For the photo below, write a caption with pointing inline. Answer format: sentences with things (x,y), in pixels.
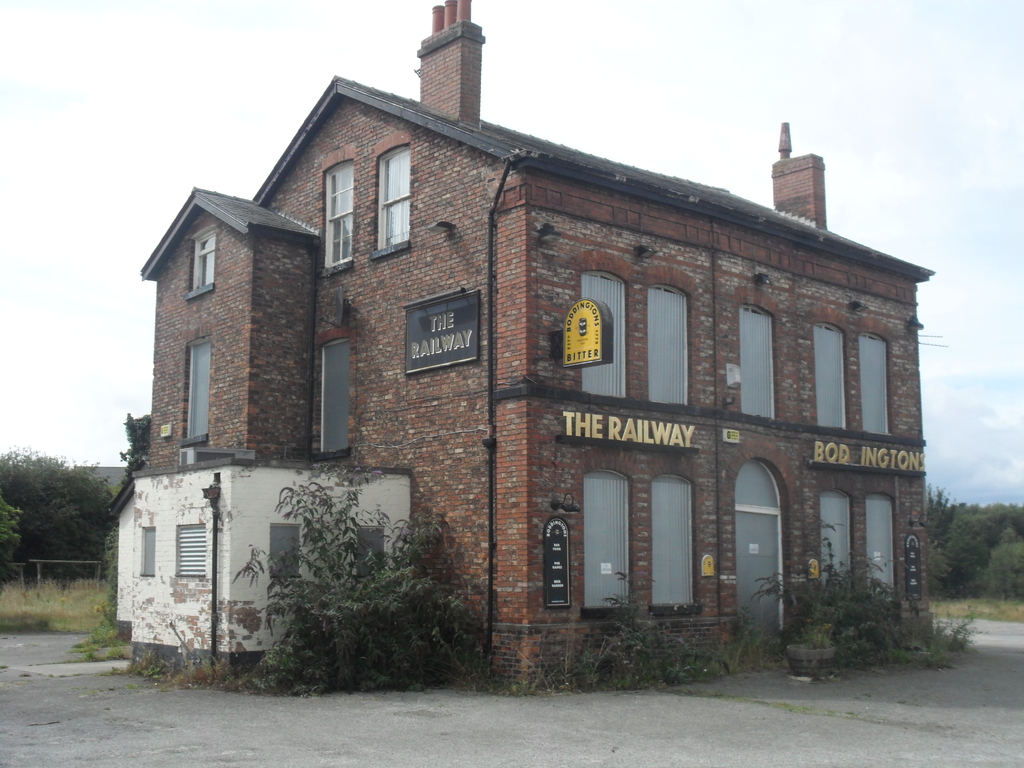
In this image I can see the building (388,316) which is in brown color. I can see there are the black color boards (423,363) to the building (506,522). To the side of the building (158,576) there are many trees (12,511). In the back (105,318) I can see the white sky (148,215).
